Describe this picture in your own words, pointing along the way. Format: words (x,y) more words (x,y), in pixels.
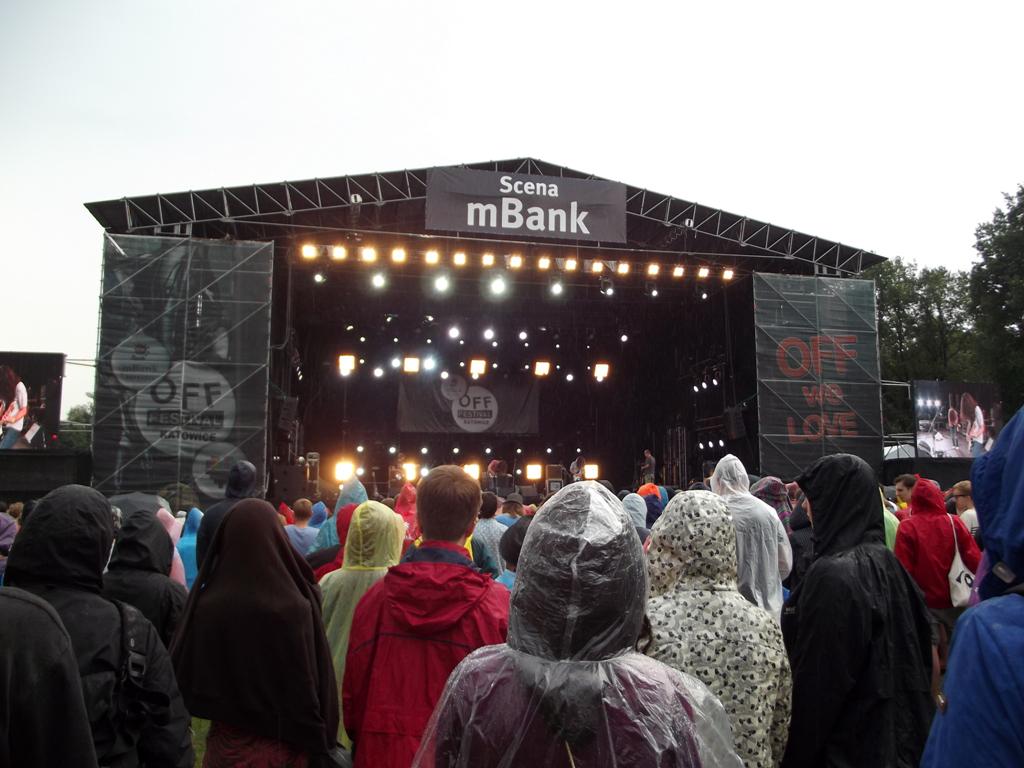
There are some persons (467,636) standing at the bottom of this image (528,625) and there is a stage (352,397) arranged with some lights (489,334) in the middle of this image (561,370). There are some trees (892,346) on the right side of this image (954,350) and there is a sky (252,118) at the top of this image (268,93).
